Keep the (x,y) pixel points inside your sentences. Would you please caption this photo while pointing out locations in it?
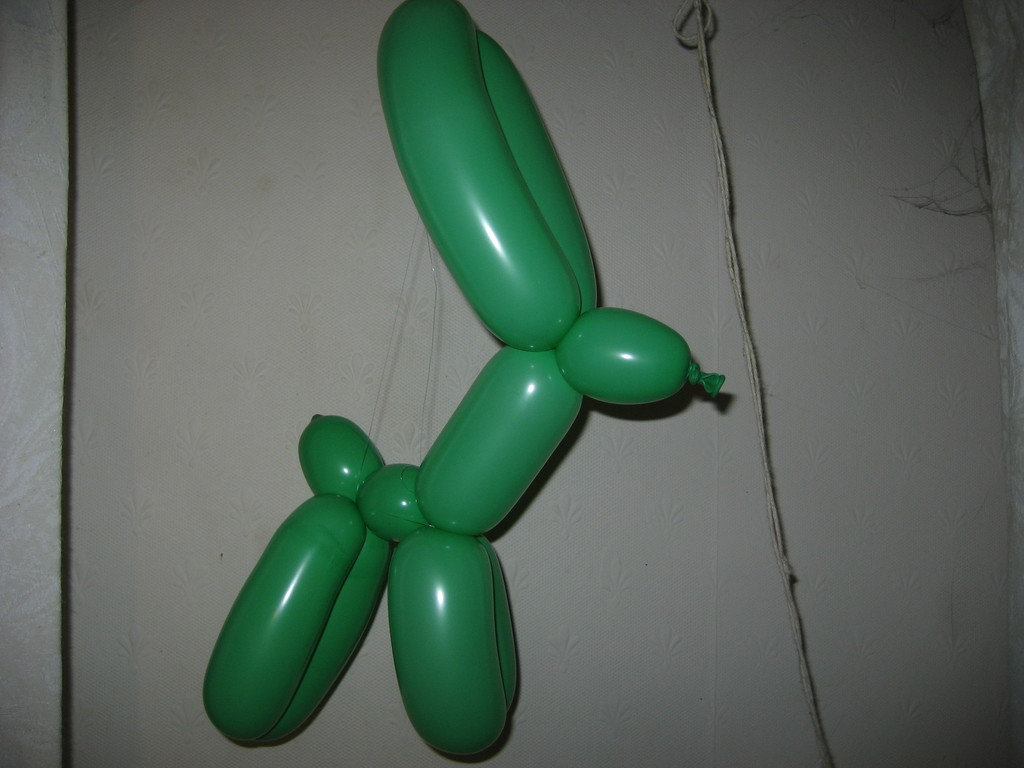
In this image we can see the balloons (424,75) that are tied together.
